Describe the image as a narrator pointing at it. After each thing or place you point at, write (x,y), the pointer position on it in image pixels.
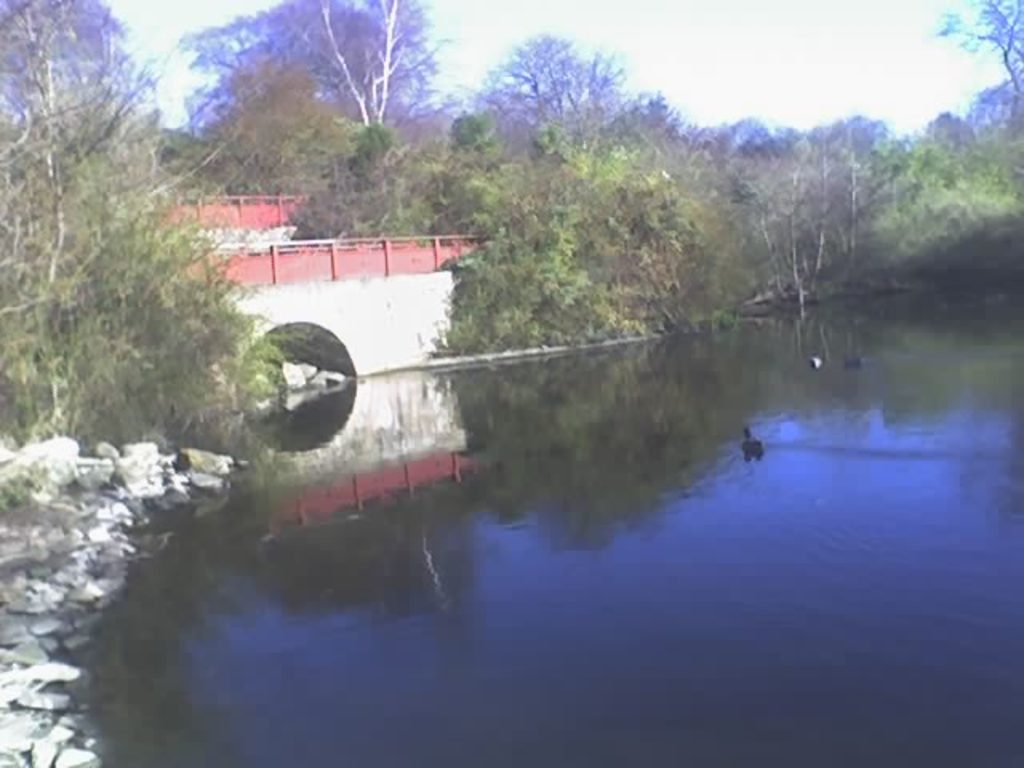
In the foreground of this image (581,551), there are trees (604,199), a pond (459,661), stones (39,582), a bridge (376,274) and the sky (514,35).
